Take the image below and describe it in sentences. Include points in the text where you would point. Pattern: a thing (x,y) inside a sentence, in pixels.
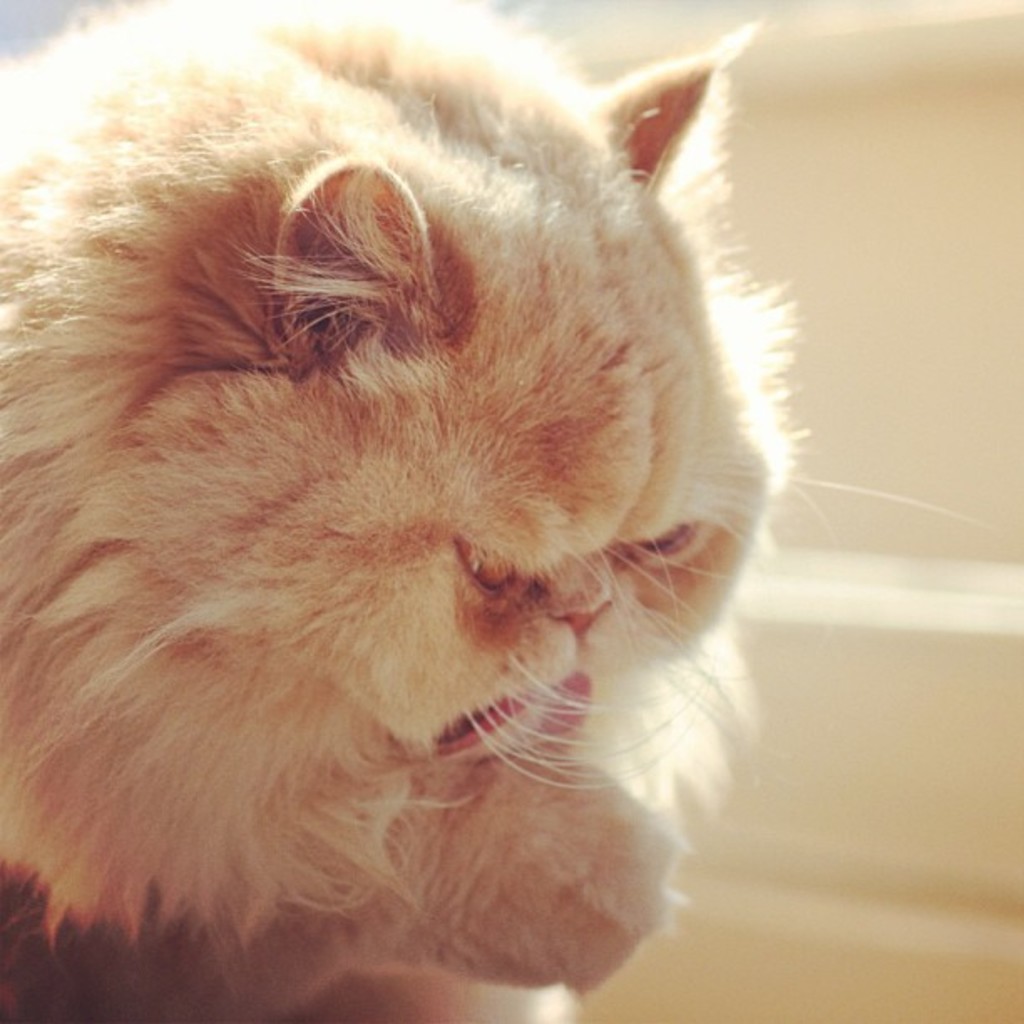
In this image we can see a cat (466,449). Behind the cat (678,788) we can see the wall (765,628).
